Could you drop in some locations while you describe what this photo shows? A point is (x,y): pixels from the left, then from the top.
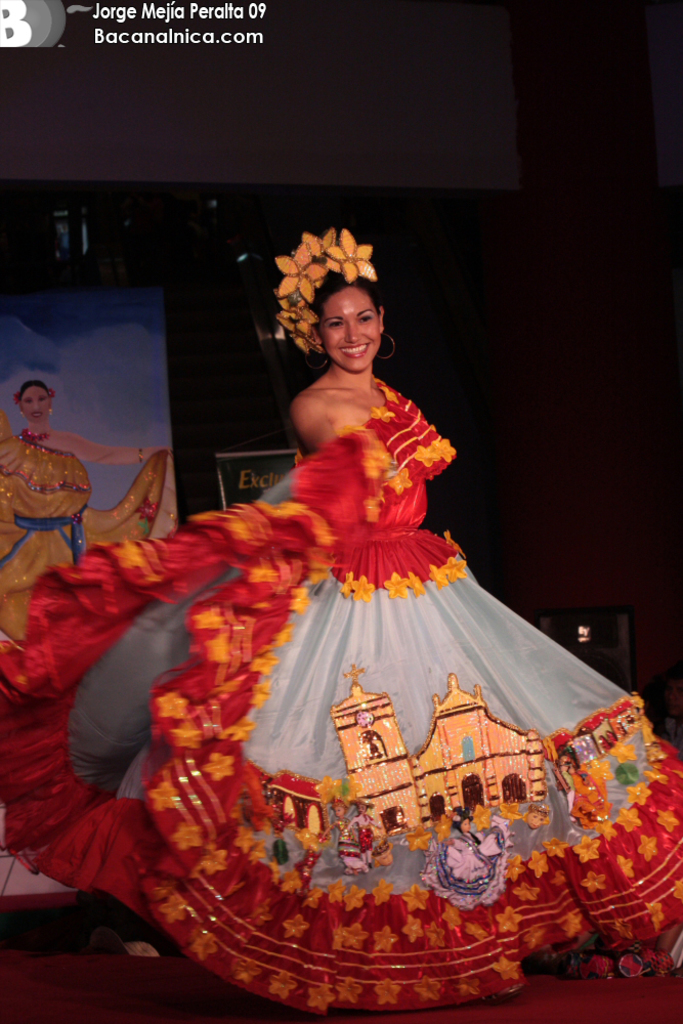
In this image there is a woman (278,863) dancing on the floor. Behind her there is a wall (497,234). There is a board (123,459) on the wall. At the top (238,174) there is a projector board (248,136). In the top left (176,15) there is text (147,35) on the image.
